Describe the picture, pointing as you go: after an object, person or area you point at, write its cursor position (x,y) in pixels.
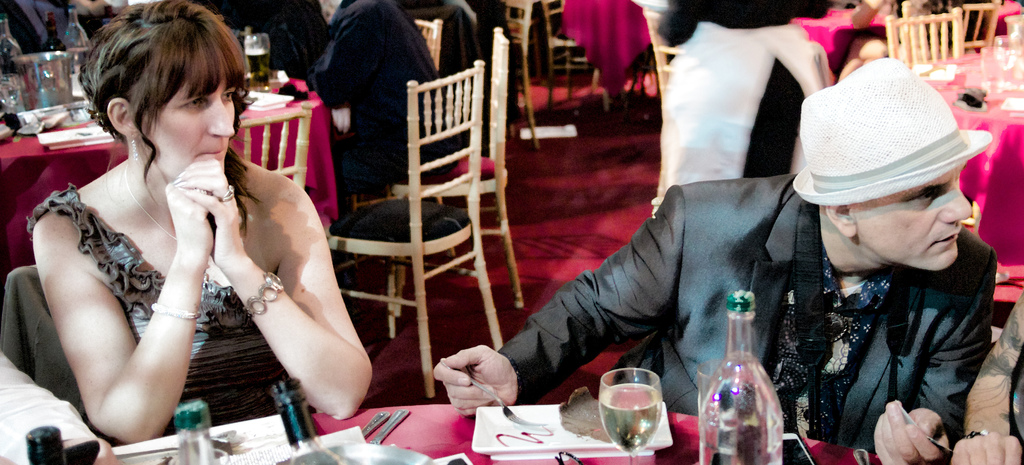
In this image I can see few people (818,270) sitting on the chairs (265,124) around the tables (987,226) which are covered with pink color clothes (435,437). These are dining tables (425,427). On this tables (412,425) I can see glasses (643,436), bottles (712,450), spoons (374,418), papers (261,448), bowls (54,77) and some other objects (78,112). On the right side (807,320) there is a man (683,240) wearing suit (704,252), cap (835,160) on the head (874,199) and looking at the person (1001,342) who is beside him. On the left side (194,393) there is a woman (163,213) looking at the right side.
